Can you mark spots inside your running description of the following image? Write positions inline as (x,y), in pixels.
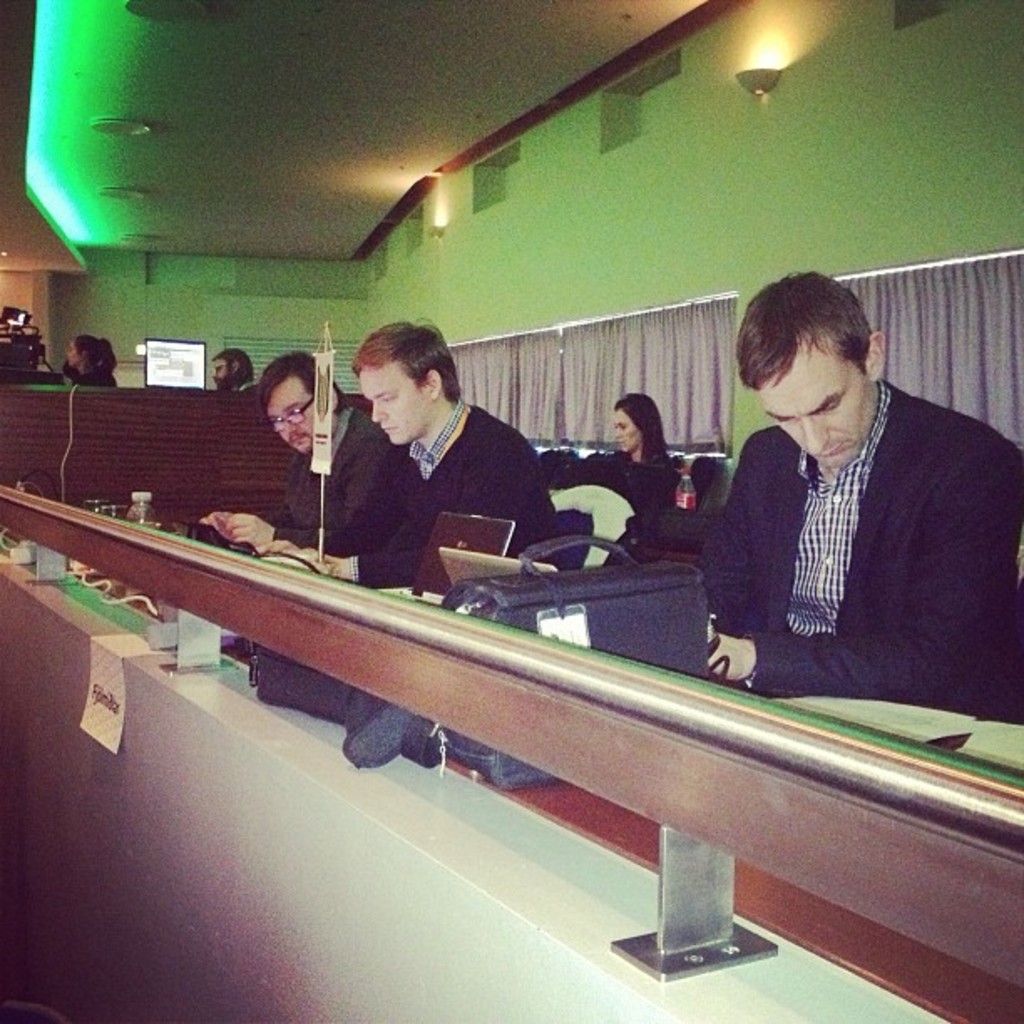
In this picture we can see a group of people (383,395) where some are sitting on chairs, bottles (143,514), glasses (92,507), wires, curtains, lights (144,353), screen (162,339) and some objects (157,545) and in the background (131,368) we can see walls (339,299).
